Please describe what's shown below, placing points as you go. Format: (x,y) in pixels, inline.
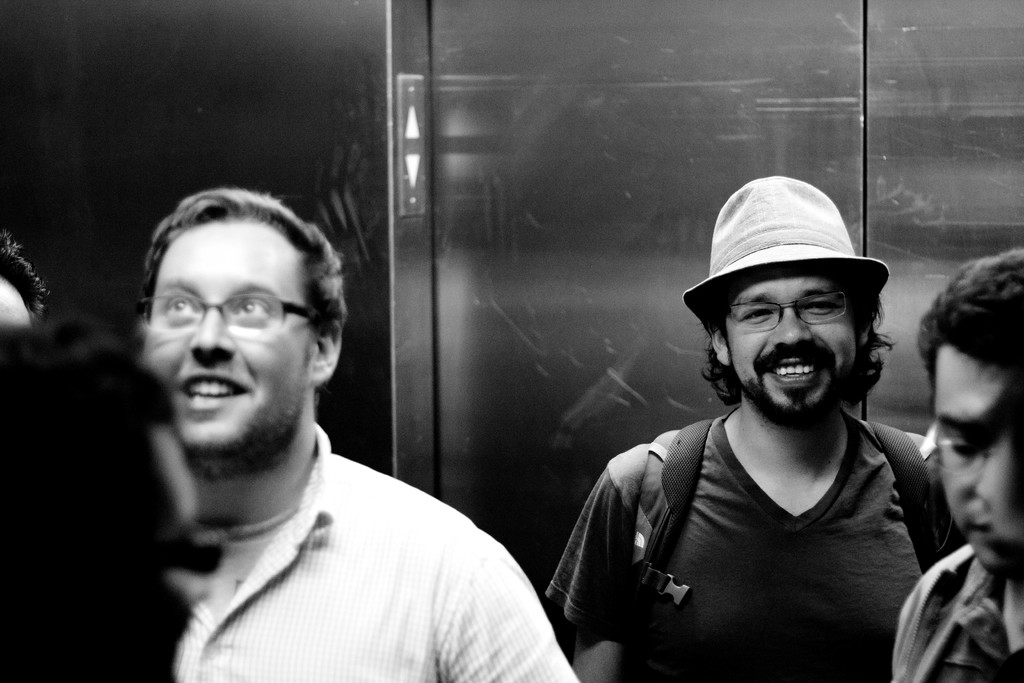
This image is a black and white image. This image is taken in a lift (559,148). In the background (559,143) there is a lift door (609,184) and there are two buttons (416,175). In the middle of the image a few (389,513) are standing and they are with smiling faces (179,328).
